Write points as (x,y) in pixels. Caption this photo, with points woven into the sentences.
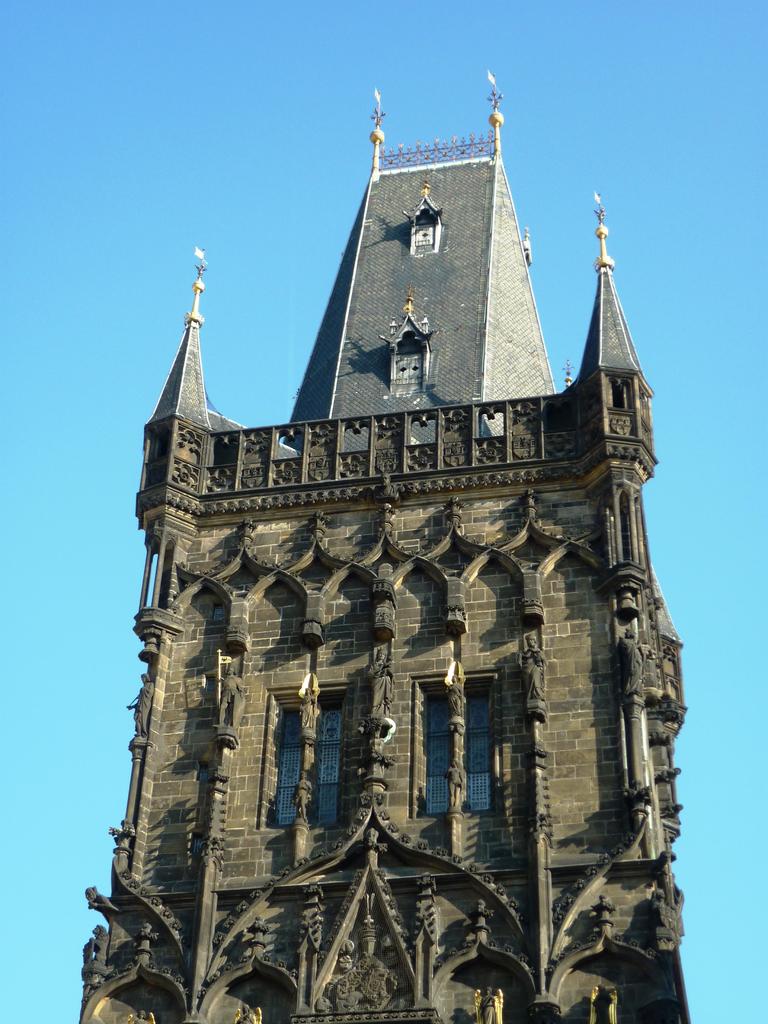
We can see building (453,566) and we can see sky (67,492).
